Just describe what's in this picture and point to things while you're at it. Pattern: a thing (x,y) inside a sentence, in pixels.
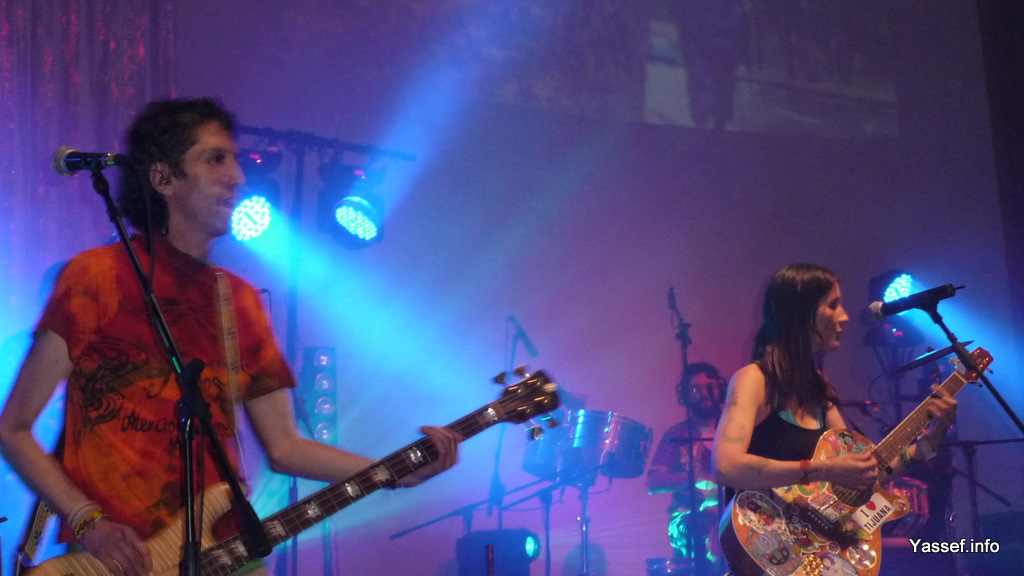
In this picture it seems like a stage performance the two persons (266,433) are standing holding a guitar (321,509) in their hand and there is a mic (77,162) in front of the left corner person (215,462) and the lady (831,416) in the right corner (811,484) is also singing holding a guitar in her hand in front of the mic (892,310) and in the back ground (692,434) i can see the drums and the person (692,414) is hitting a drum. In the background (257,226) i could see the lights (269,221) focus lights (351,222).
